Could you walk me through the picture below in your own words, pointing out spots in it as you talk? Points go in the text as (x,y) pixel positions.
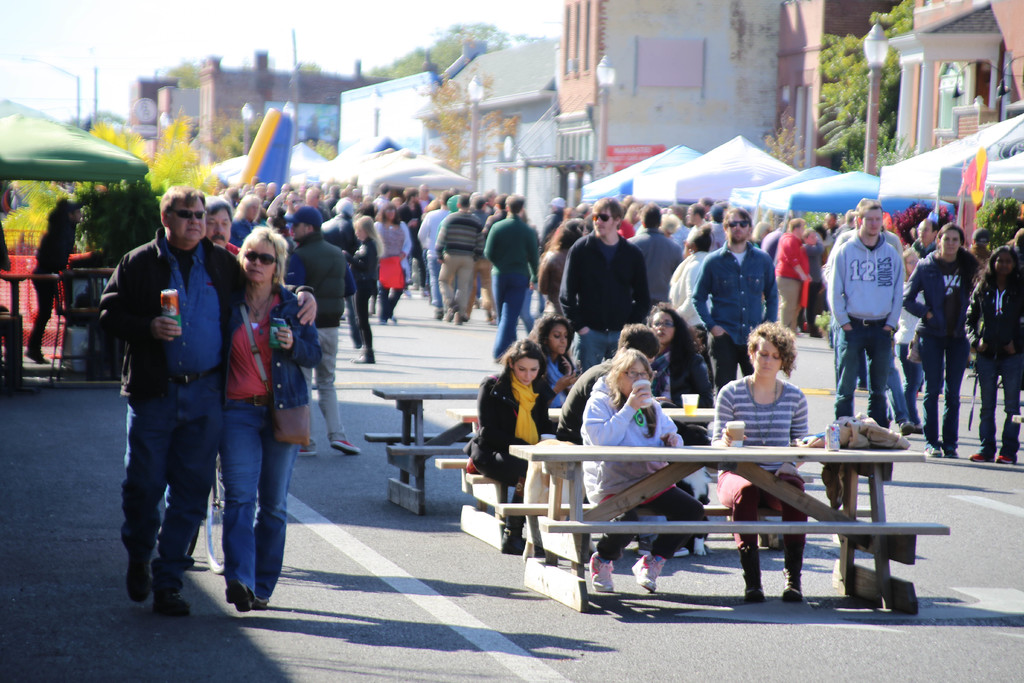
In this picture I can see there are few people (517,365) sitting at the table (743,458) and they are drinking and there are two people (250,340) walking and there is a huge crowd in the backdrop (512,235) and there are tents (85,173), buildings (554,94), trees (172,133) and the sky (172,3) is clear.
